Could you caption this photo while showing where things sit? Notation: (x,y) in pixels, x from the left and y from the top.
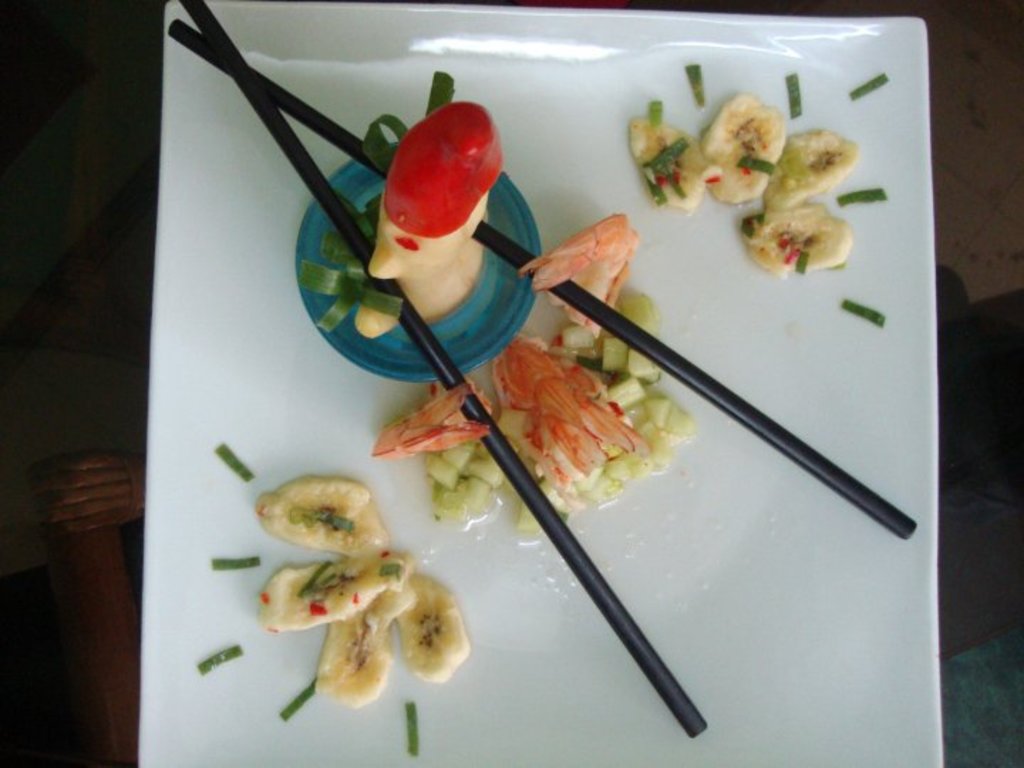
This image consists of a plate (338,426) on which there are some eatables (354,521) and chopsticks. Plate (656,540) is in white color, chopsticks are in black color.
